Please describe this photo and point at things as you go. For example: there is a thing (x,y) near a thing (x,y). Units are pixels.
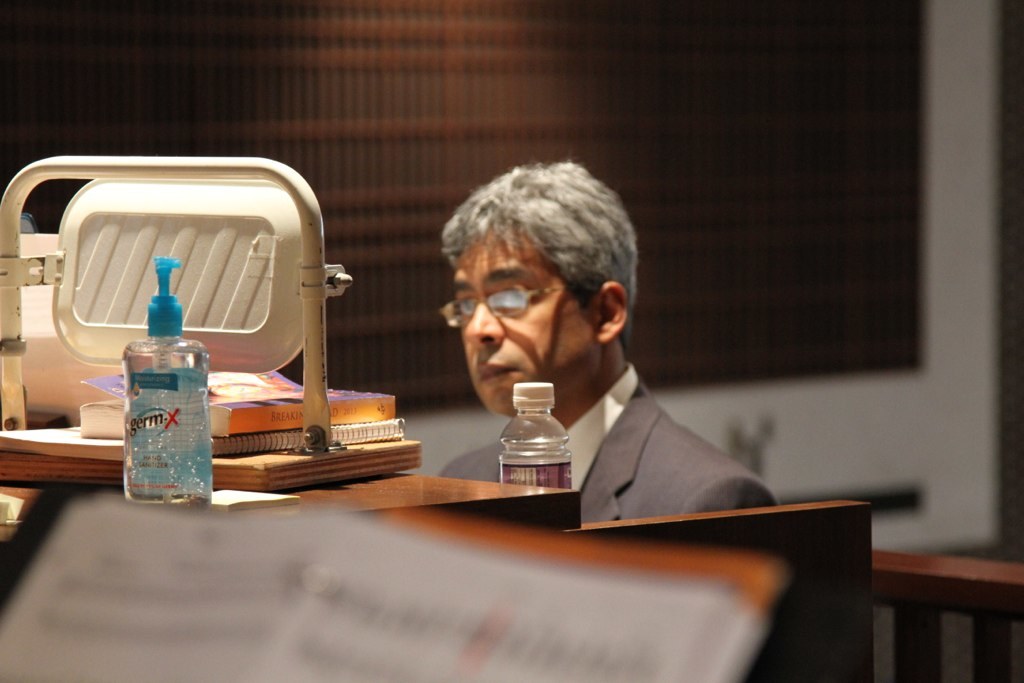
In this image i can see a man (536,236) sitting there is a bottle (543,393) and few books (360,403) in front of him at the back ground (873,463) there is a wall (357,378).
